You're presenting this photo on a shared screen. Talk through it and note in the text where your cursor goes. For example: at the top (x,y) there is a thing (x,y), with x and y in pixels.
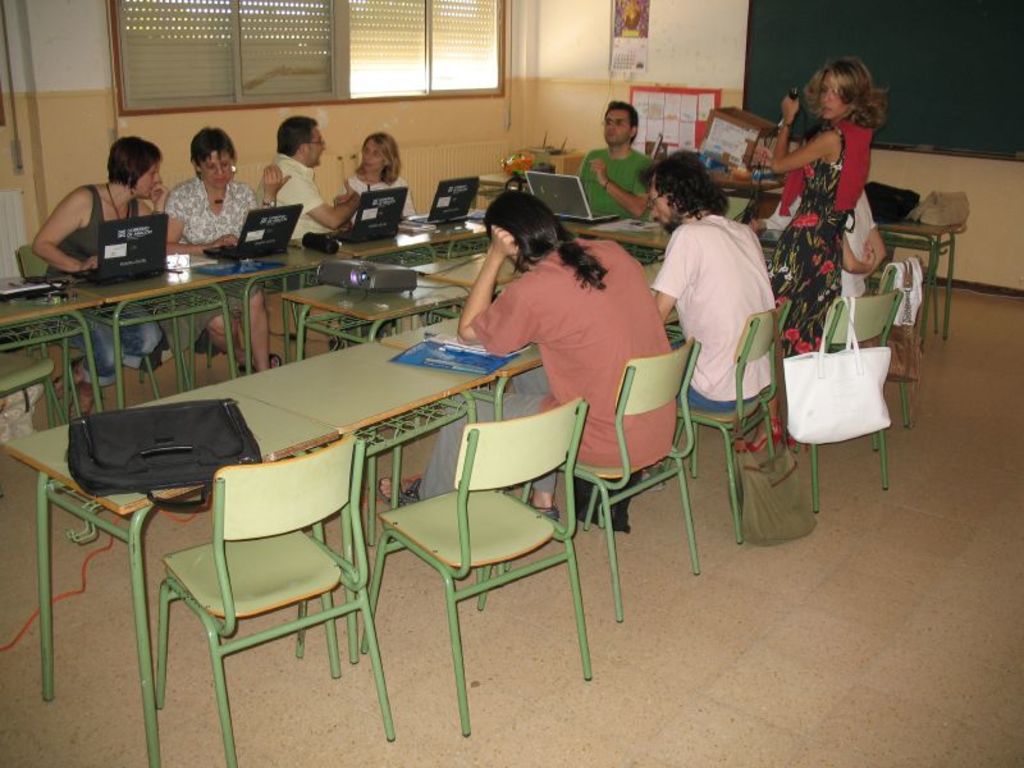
In a room (584,162) there are many members (279,184) sitting on a green color chair (654,403). In front of them there is a green color table (339,369). We can see a projector (368,282) on the table (358,298). In the background (872,43) we can see a board (916,62). A lady (864,147) is standing. In front of them there are some laptops (138,224). We can see a white color handbag (826,400).
